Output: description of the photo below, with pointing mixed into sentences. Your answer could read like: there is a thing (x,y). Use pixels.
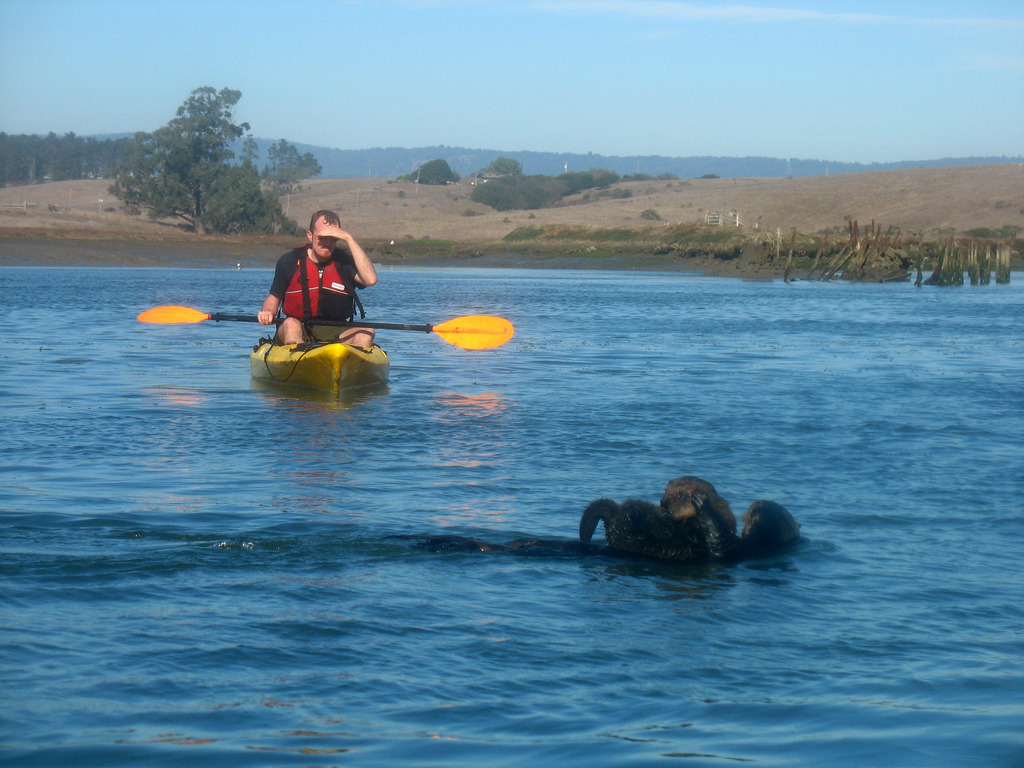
In the foreground (611,562), I can see sea otters (694,541) in the water (686,598) and a person (369,342) is boating in the water (405,301). In the background (361,186), I can see grass (413,207), trees (316,168), fence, mountains (397,158) and the sky (386,137). This image is taken, maybe near the lake (60,474).
